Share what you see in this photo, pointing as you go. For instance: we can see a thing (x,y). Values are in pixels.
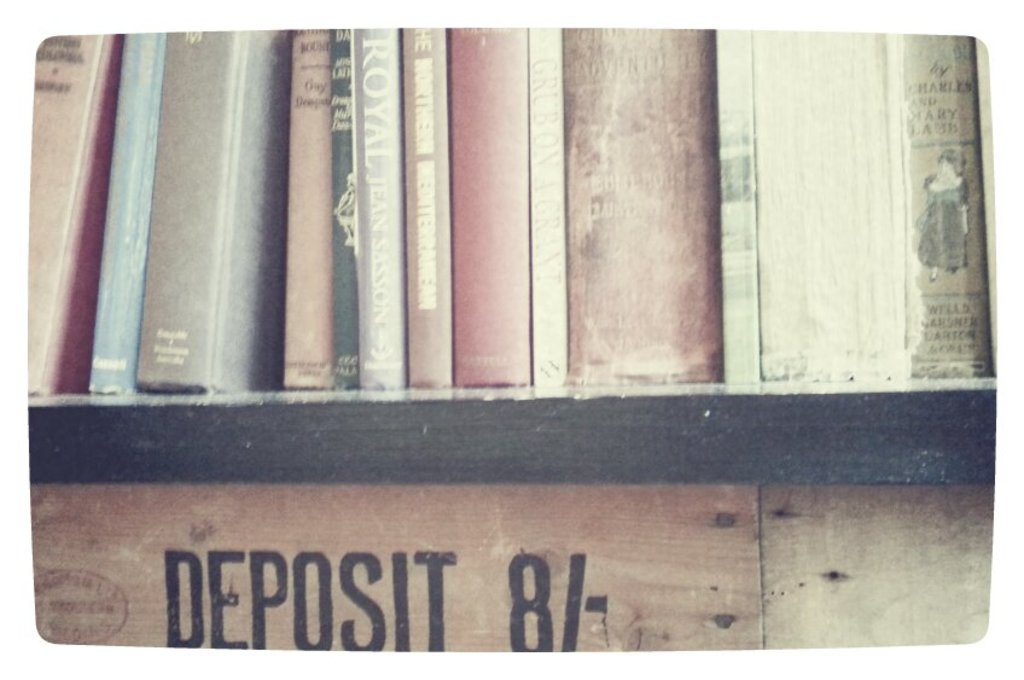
In this image we can see books (648,263) on the rack (794,418). At the bottom of the image (667,612) we can see some text (446,550) on the wooden wall (624,567).
